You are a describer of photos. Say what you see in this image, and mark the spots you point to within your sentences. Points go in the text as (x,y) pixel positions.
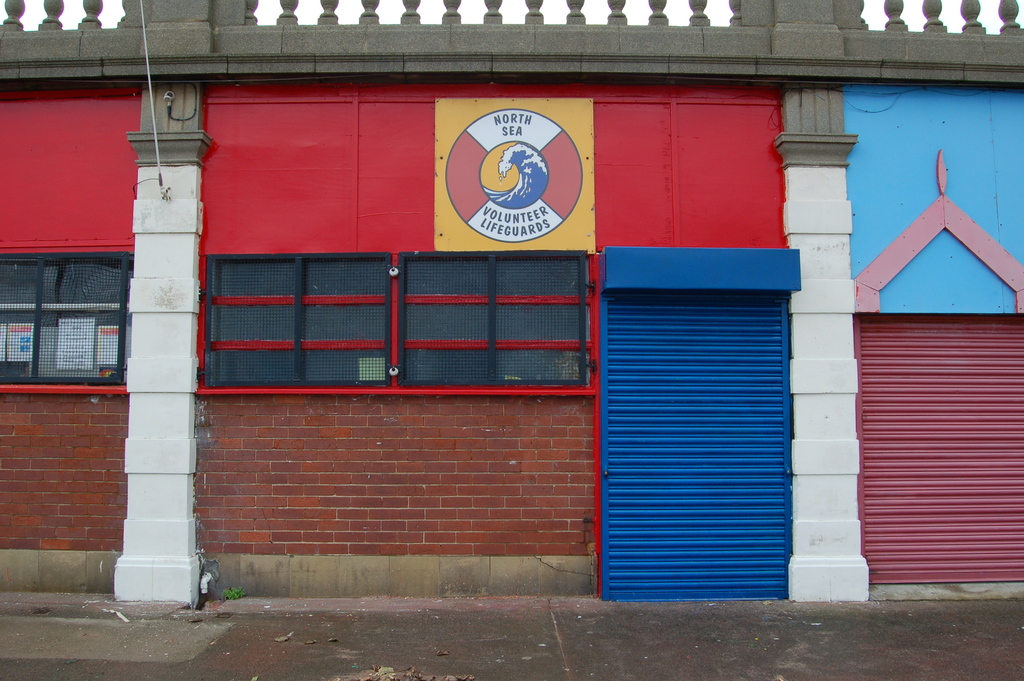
In this picture we can see few rolling shutter (704,391) and a building (358,260), on the left side of the image (86,332) we can find few papers (57,338).
